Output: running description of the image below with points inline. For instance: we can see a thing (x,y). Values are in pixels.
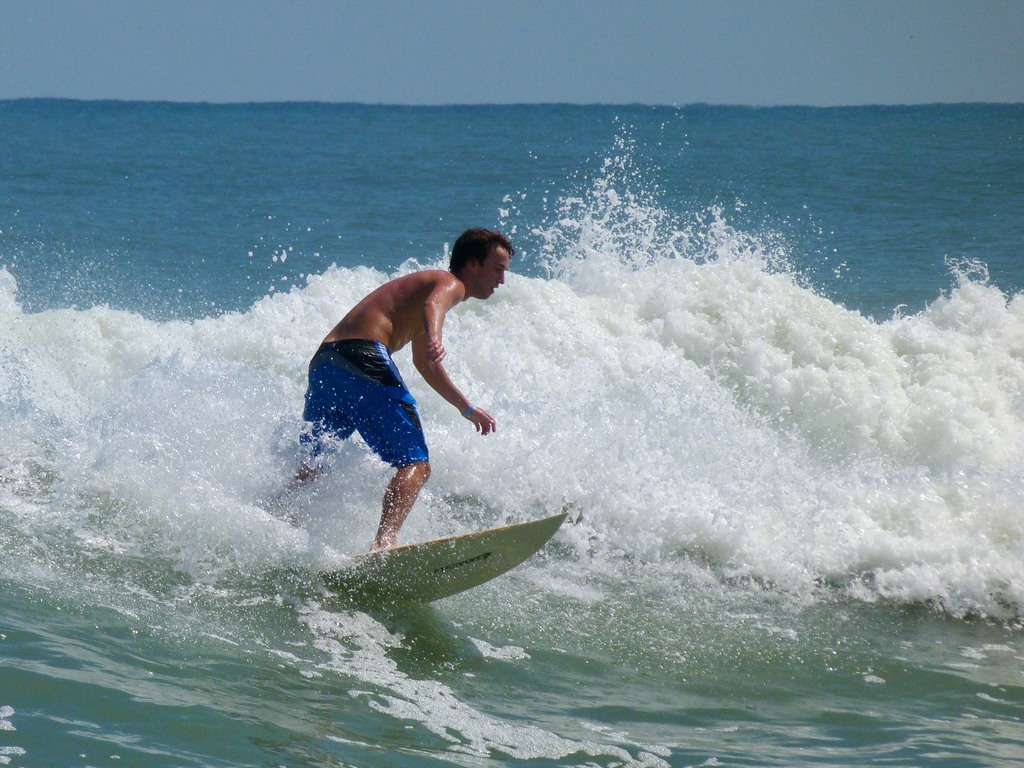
There is a man (426,312) on a surfboard (351,565). He is surfing in the waves (211,652). In the background (451,154) there is water (473,105) and sky (346,58).
